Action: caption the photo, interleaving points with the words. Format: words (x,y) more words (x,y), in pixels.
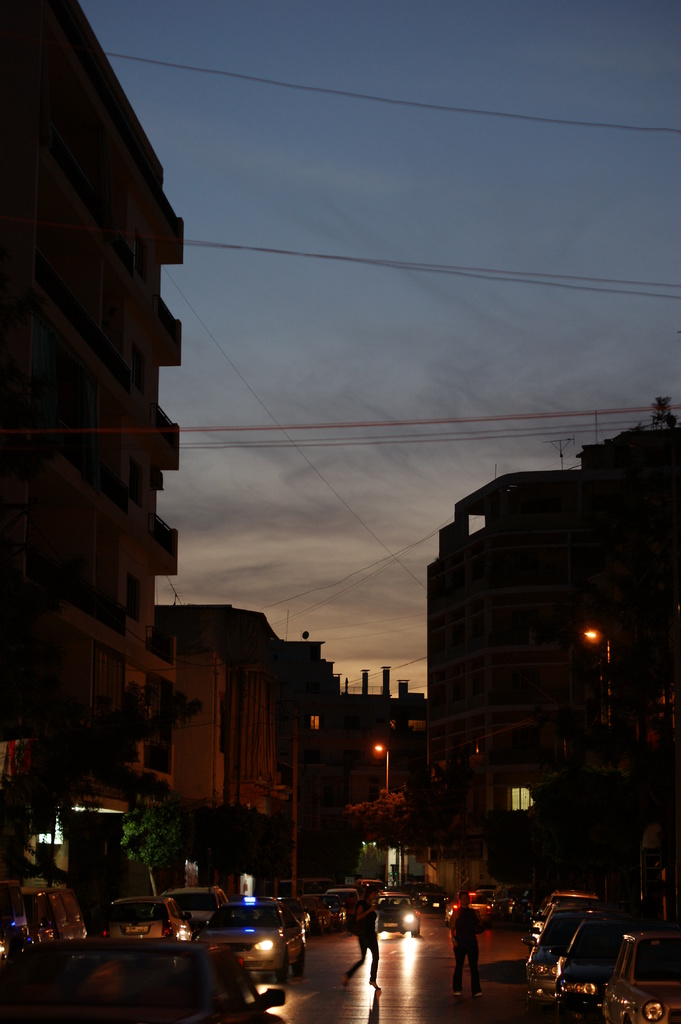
This picture is clicked outside. In the foreground (570,998) we can see the group of the people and we can see the vehicles (48,966) running on the road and group of vehicles (530,951) parked on the ground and we can see the trees (158,792), buildings (424,749), lampposts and some other items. In the background (305,245) we can see the sky (350,148) and the cables (324,92) and we can see the buildings (372,718).
